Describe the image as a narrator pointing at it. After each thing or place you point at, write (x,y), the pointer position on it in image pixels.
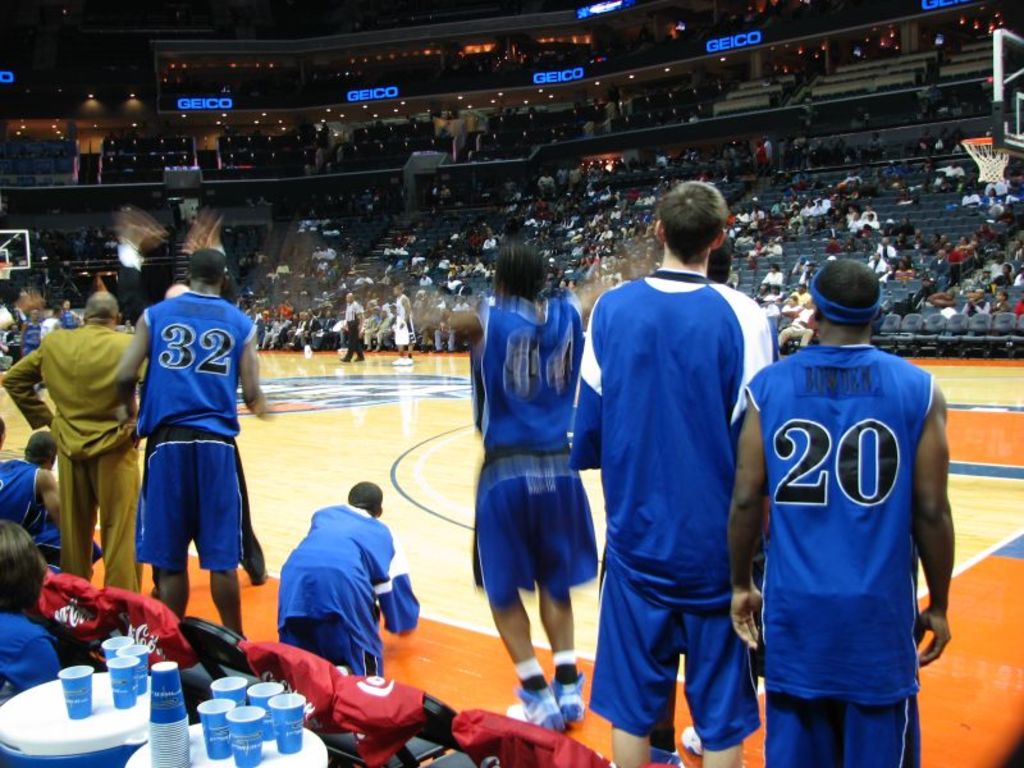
At the bottom (122,714) we can see cups (75,698) on an object (125,736) and there are few persons (106,341) sitting, standing and few are in squat position. In the background (362,243) there are audience (323,268) sitting on the chairs (956,227), lights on the ceiling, hoardings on the wall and on the left (23,255) and right there is a goal stand (10,252) and few are standing on the court (15,435).
